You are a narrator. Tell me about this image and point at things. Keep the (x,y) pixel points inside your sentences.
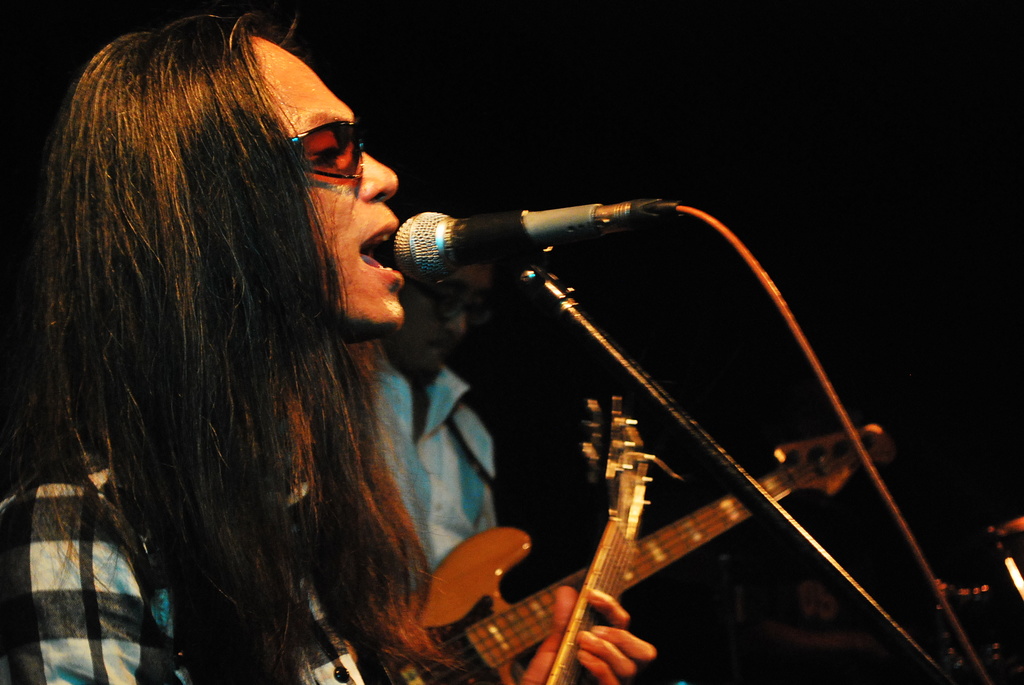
In the picture there are two person (325,617) standing, one in front of a microphone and singing there are also playing guitar (513,557).
